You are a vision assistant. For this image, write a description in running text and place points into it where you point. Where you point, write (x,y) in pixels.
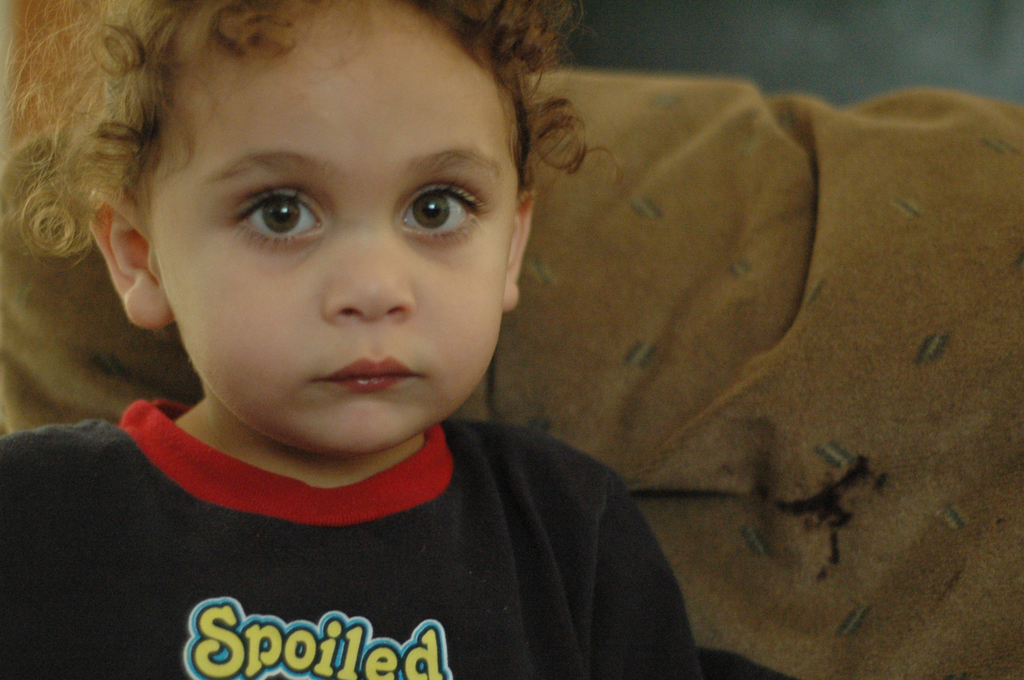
In this picture we can see a boy (513,205) with serious face (312,420) and he wore a black color T-Shirt (228,562) and the background (664,108) we can see some cloth (903,315) and this boy (468,461) might be sitting on the sofa (682,514).
